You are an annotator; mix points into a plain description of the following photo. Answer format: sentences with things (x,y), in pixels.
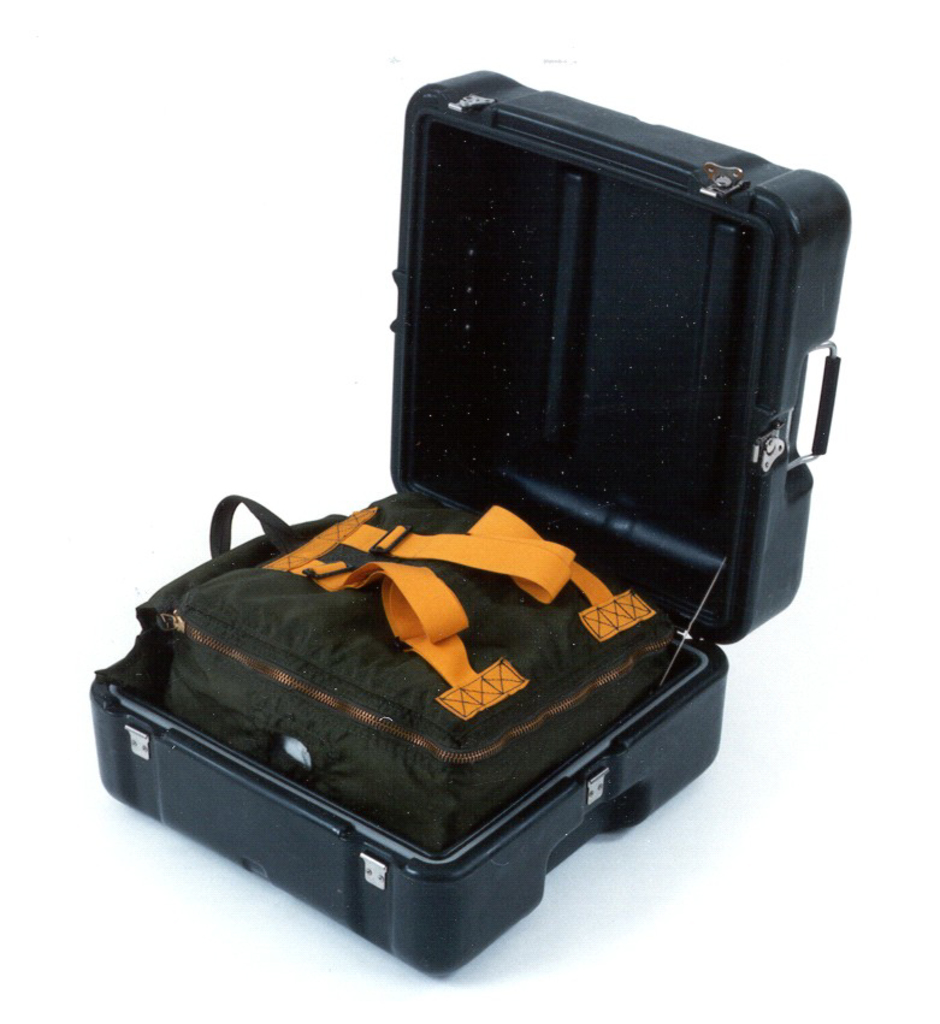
There is a black container (546,365) which has green bag (331,641) with yellow handles (424,624) to it.
